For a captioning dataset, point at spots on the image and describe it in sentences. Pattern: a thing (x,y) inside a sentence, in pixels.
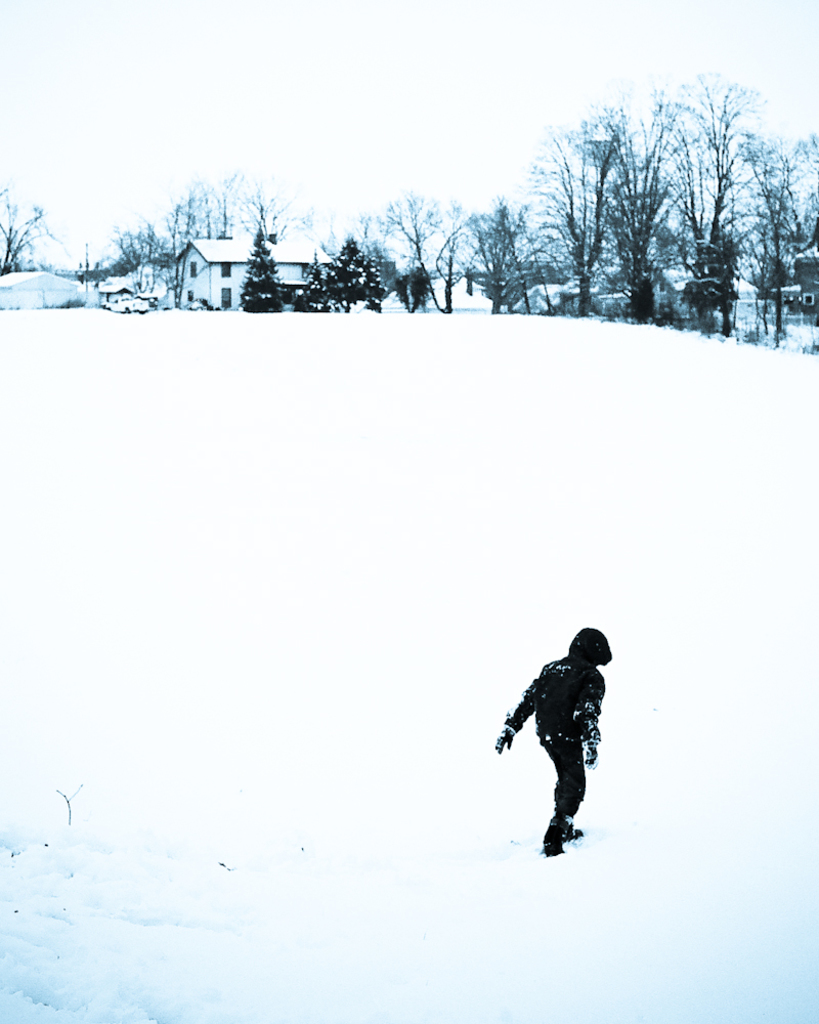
In this image we can see a person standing on the ground (525,873) covered with the snow (569,873). On the backside (642,241) we can see some houses (189,307), a group of trees (627,244) and the sky (339,176) which looks cloudy.
